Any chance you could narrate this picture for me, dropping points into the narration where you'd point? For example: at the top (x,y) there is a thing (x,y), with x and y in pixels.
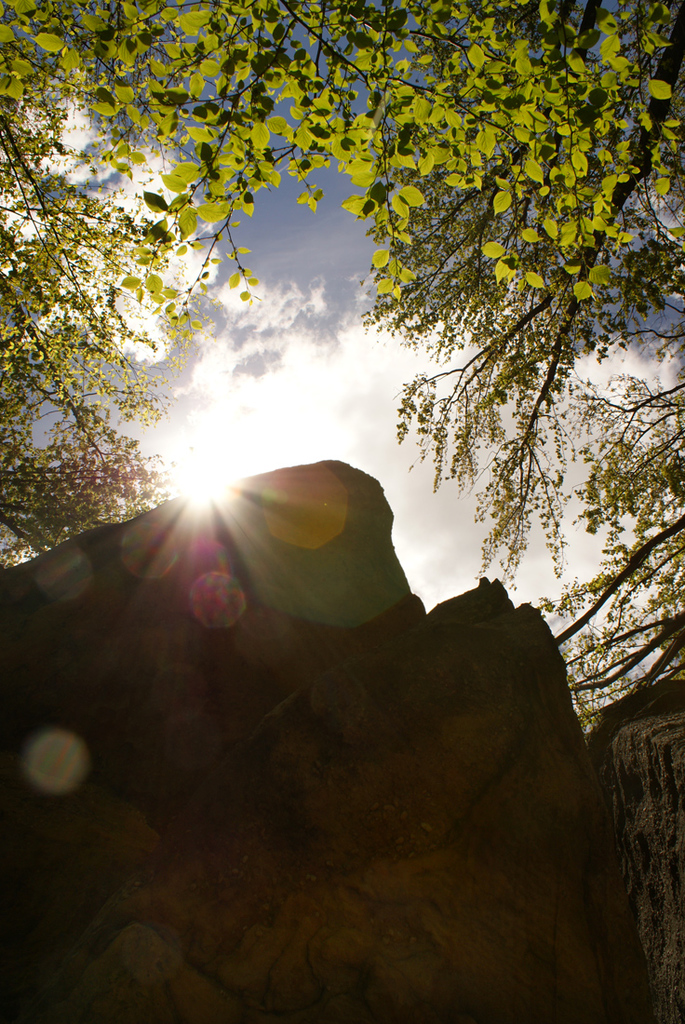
This image is taken outdoors. At the bottom of the image (211,874) there are a few rocks (354,618). In the middle of the image (245,385) there is the sky (252,360) with clouds (299,332) and sun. On the left (63,447) and right sides of the image there are a few trees (41,483) with leaves (153,83), stems (657,647) and branches (657,647).
